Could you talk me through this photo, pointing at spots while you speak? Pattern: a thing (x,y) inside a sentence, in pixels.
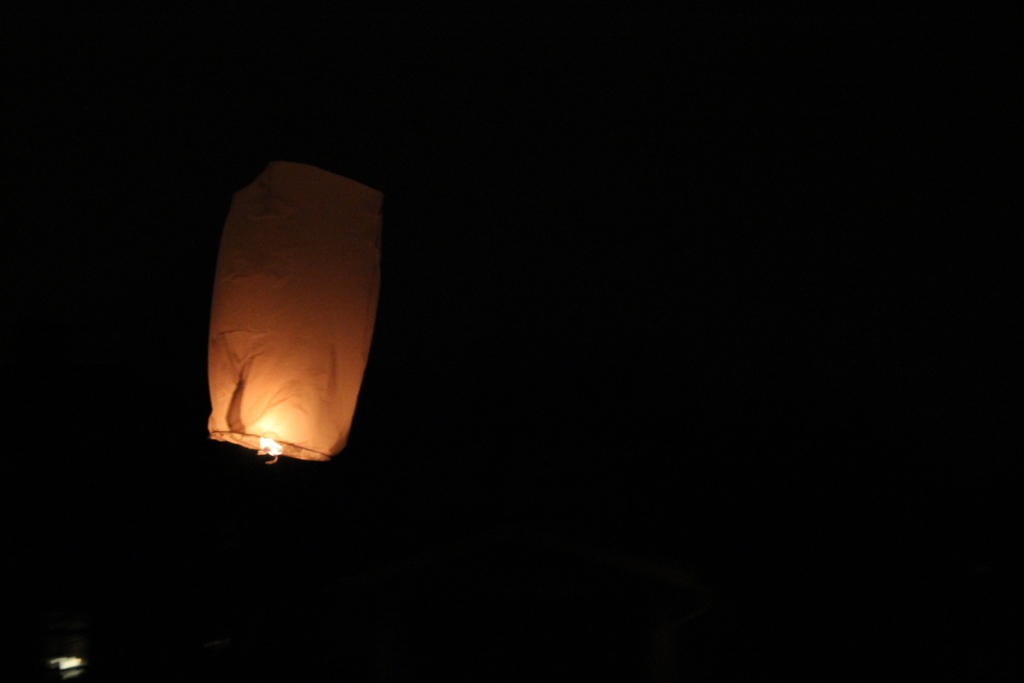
In this picture we can see a sky lantern (219,414). Background (484,292) is black in color.
